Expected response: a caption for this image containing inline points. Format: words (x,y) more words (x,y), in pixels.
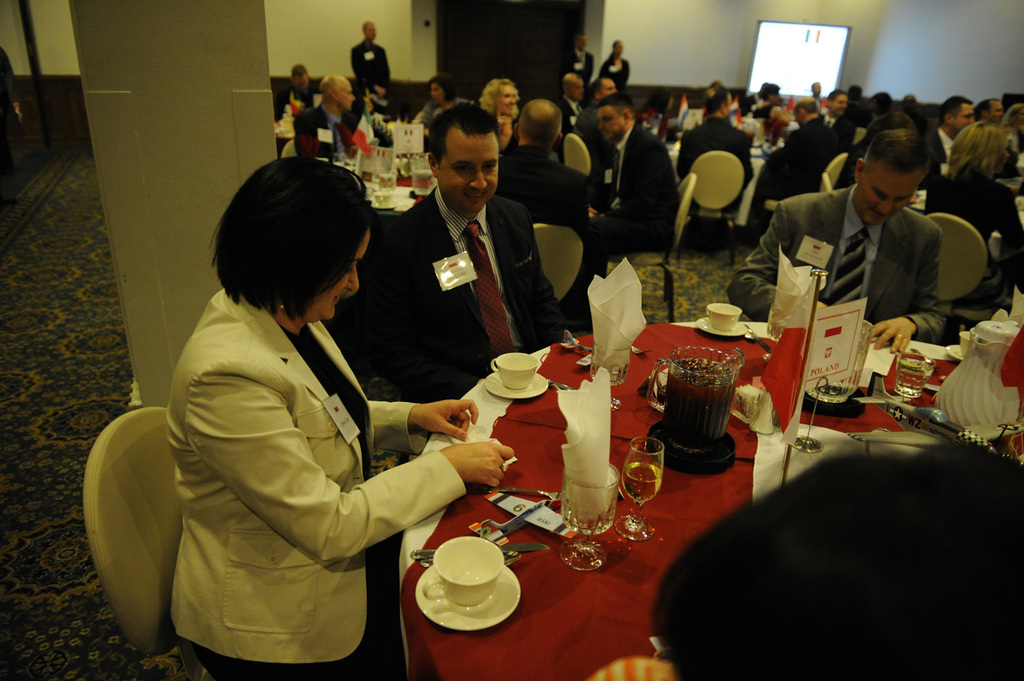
In this image there are group of people (881,103) sitting in chair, a man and a woman (319,650) sitting in chair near the table (562,366) and in table (523,649) there are cup (464,594), saucer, glass (644,517), tissue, jug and in back ground (515,60) there is door (560,40), screen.
